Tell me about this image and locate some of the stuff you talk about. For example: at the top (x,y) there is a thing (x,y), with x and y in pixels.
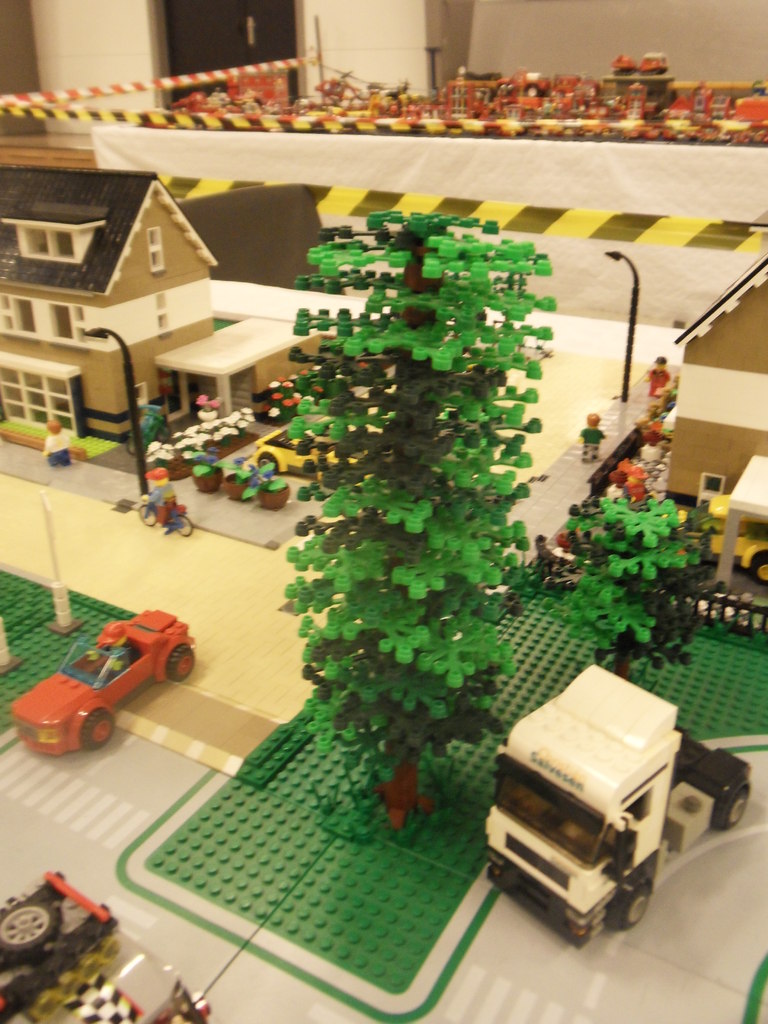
In this image I can see house (45,348), in front of house (37,420) I can see flower pots (202,467), persons (164,510), bicycle (159,508), poles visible on left side (2,655) and there are vehicles (37,962), pole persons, car (52,689) visible in the middle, at the top (246,52) I can see the door (205,34), wall (118,22), some other objects (654,52).
